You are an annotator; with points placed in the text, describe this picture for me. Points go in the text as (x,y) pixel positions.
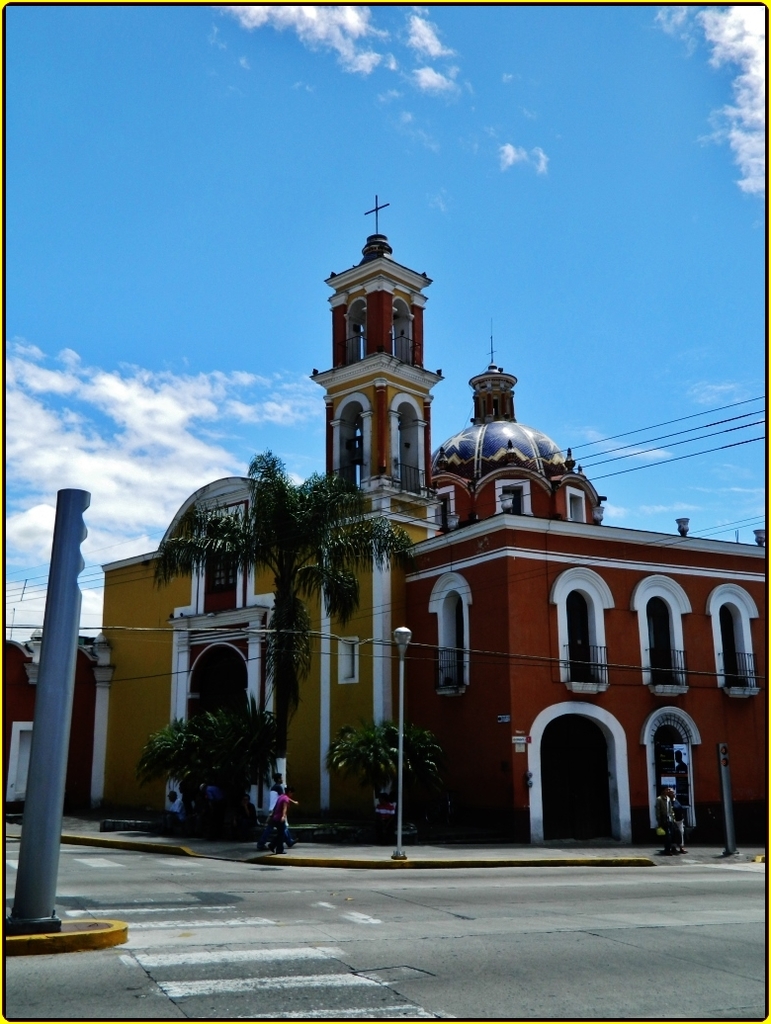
In this picture we can see brown building (522,552) with dome (451,450) in the front (413,475). In the front (377,934) bottom side we can see the road (338,940). On the top (342,243) we can see the sky (306,230) and clouds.
